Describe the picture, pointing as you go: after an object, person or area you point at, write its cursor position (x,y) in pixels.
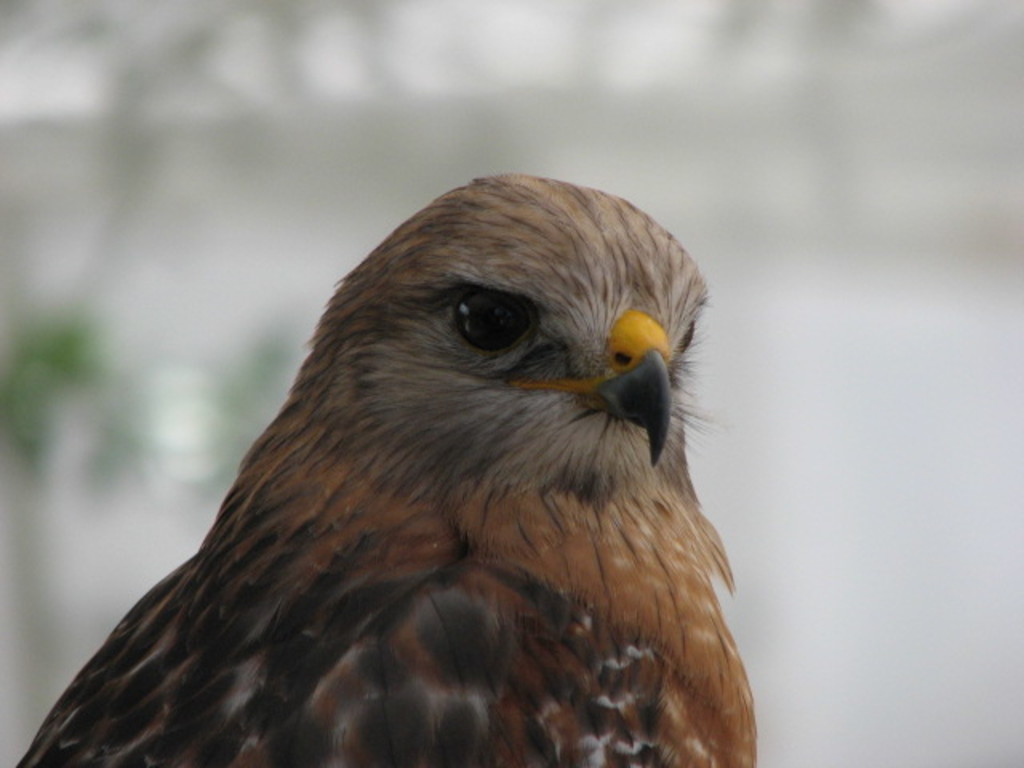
In the picture we can see a bird (342,406) which is white and with some part brown and black in color and of the beak (653,451) we can see a yellow and black in color.
